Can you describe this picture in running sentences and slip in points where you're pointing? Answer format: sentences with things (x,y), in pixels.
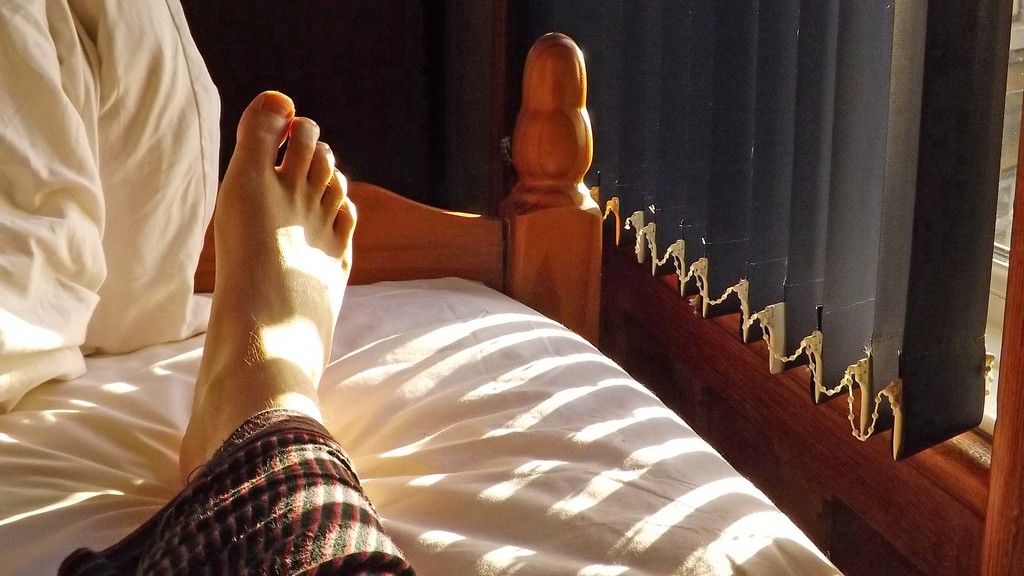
On the left (290,175) there is a person (296,300) sitting on the bed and we can see a person leg (292,365) on the bed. On the right (691,323) there is a window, curtain (726,242) and this is wall (351,49).
